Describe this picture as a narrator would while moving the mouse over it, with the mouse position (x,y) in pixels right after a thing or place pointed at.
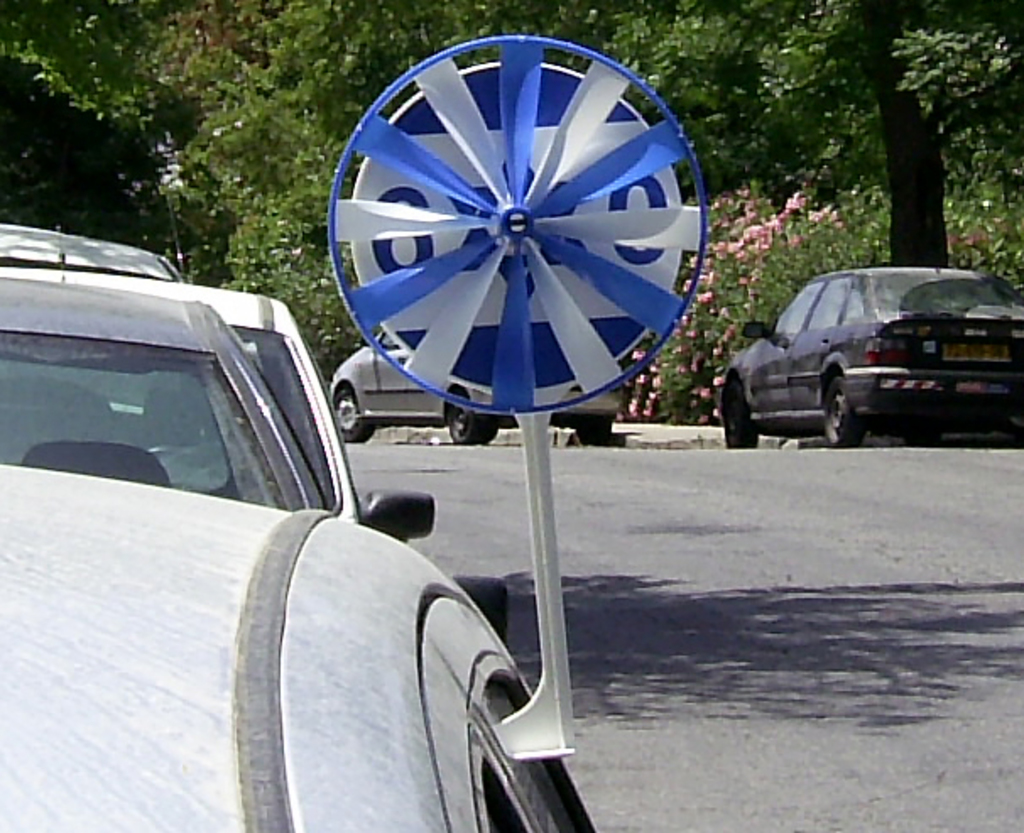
In this image we can see few vehicles (728,408) on the road (763,567) and an object (502,736) to the car (411,559) and there are few trees (318,23) in the background (705,58).
